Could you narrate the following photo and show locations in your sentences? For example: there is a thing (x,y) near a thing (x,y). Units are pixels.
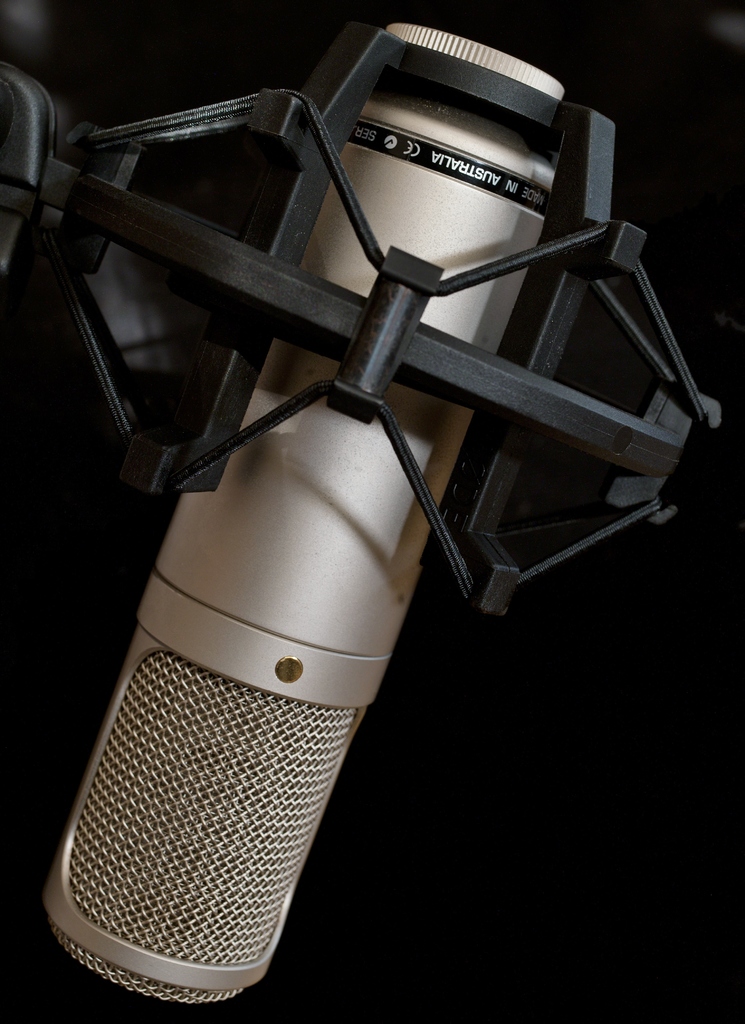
In this image I can see the mike (330,598) which is fixed to the stand (337,389).
